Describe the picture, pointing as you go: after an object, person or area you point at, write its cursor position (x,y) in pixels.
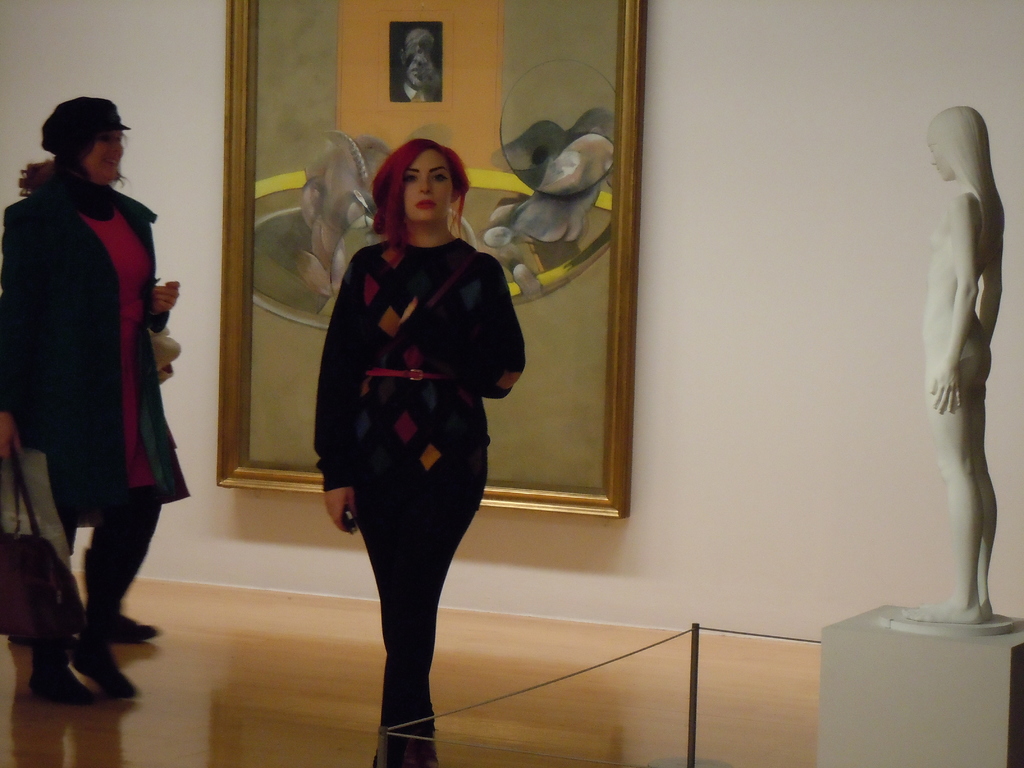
In the foreground of this picture (442,494), there is a woman (459,516) in black dress (412,358) walking on the floor (458,723). There is a sculpture (957,467) on the right side of the image (954,413). There is another woman (99,434) walking on the floor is on the left side of the image (76,526). There is a photo frame (511,93) in the background (601,213).
